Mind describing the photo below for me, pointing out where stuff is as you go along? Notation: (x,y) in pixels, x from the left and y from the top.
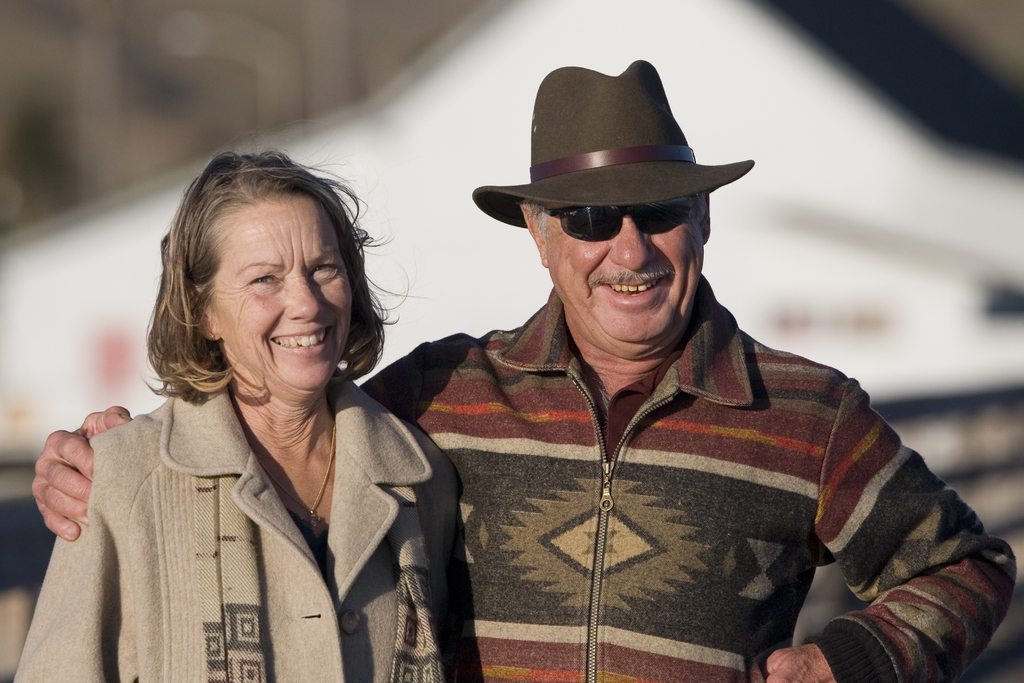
In this picture there is a man (767,678) and a woman (427,536) in the center of the image (588,450).
